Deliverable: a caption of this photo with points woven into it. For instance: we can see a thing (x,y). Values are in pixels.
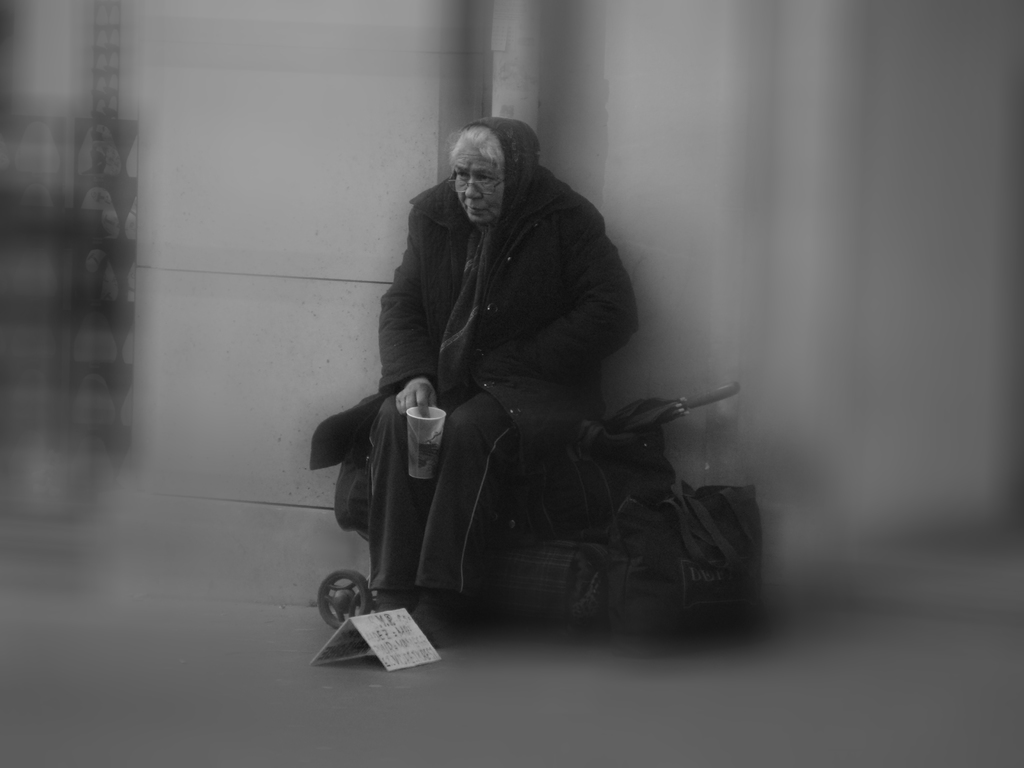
In the middle (445,484) we can see a woman (420,335) sitting on luggage bags (582,595) and there is a card (344,656) on the platform (395,687) and there is an umbrella (684,408) behind her and all the sides of the image are blur.
